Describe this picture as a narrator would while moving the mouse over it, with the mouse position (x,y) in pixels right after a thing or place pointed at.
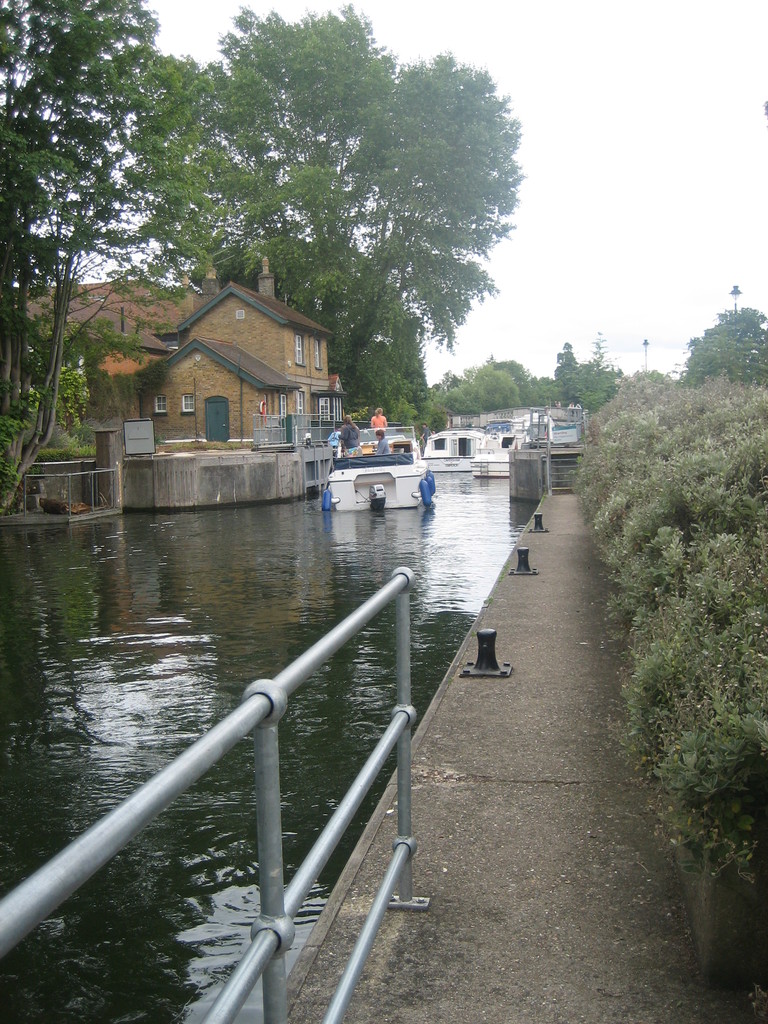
In this image I can see plants (762,753) on the right side (647,393) and on the left side (84,689) this image I can see railing (302,664), water (285,632) and on it I can see a boat (411,487) and in the background (22,410) I can see number of trees (337,301) and few buildings (289,312). I can also see few lights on the right side of this image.
